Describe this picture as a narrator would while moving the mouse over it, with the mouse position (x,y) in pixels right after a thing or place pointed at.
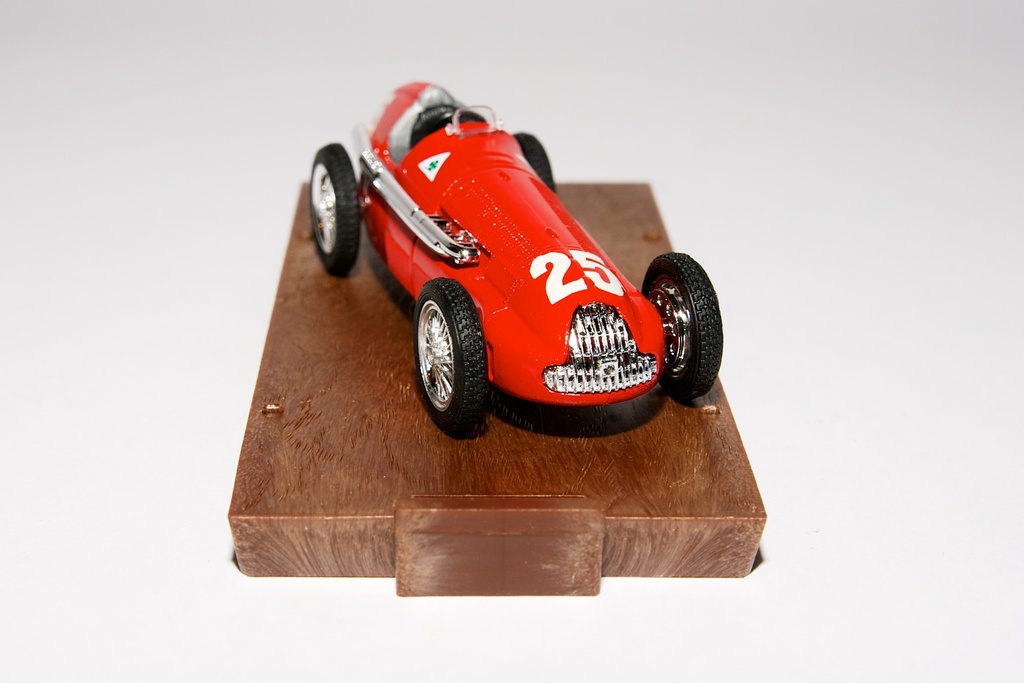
In this image I can see a red toy car (517,314) on a wooden block (388,479). There is a white surface (111,661).
